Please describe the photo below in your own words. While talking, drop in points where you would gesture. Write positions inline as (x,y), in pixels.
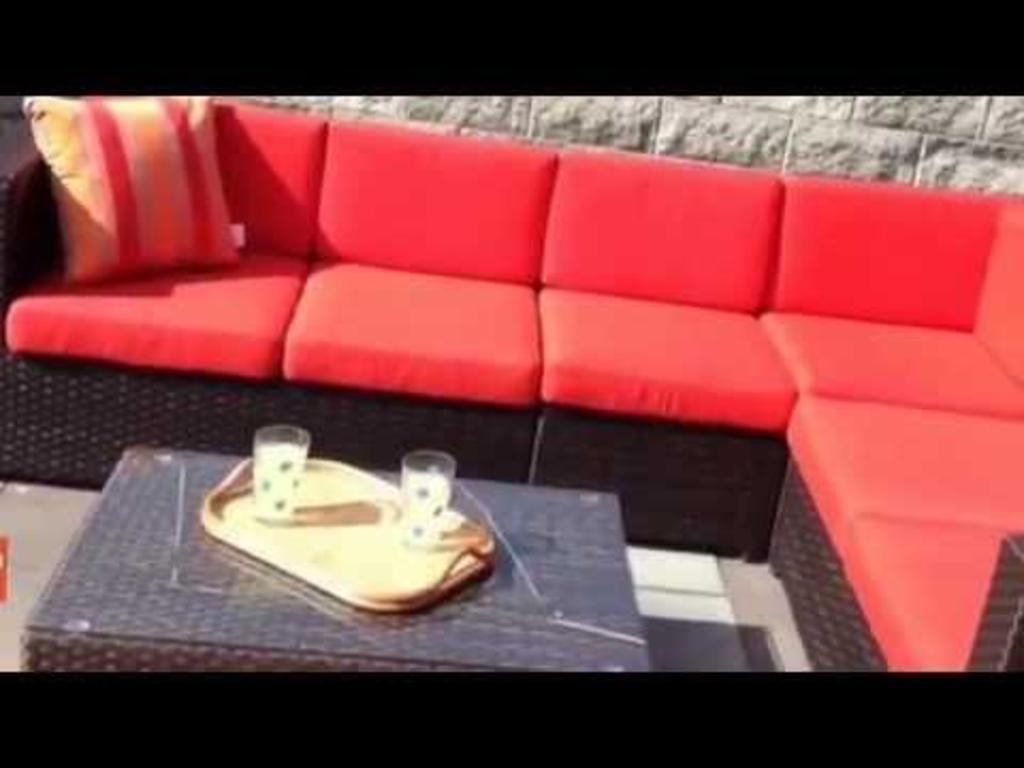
In this picture we can see a sofa (715,381) and pillow (88,143) on it and in front of them there is table (200,526) and on table (345,615) we can see tray (325,460) two glasses (420,525) in them and in background (936,120) we can see wall (886,106).
